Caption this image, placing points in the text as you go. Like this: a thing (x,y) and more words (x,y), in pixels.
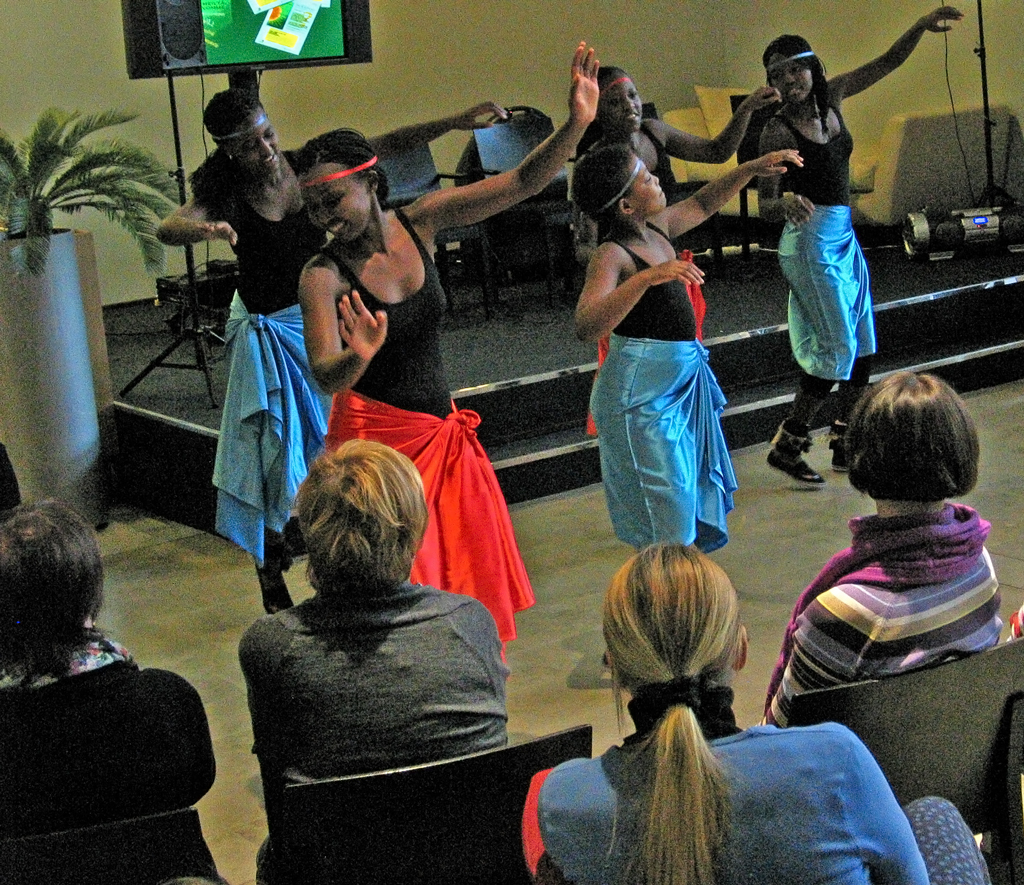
In this image there are group of people (592,269) dancing on the floor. Behind them there is a stage (525,327) on which there are chairs (490,258). At the bottom (448,654) there are few people (659,702) sitting in the chairs (498,794). On the left side (74,303) there is a flower pot (59,261). Beside it there is a television (210,30).
